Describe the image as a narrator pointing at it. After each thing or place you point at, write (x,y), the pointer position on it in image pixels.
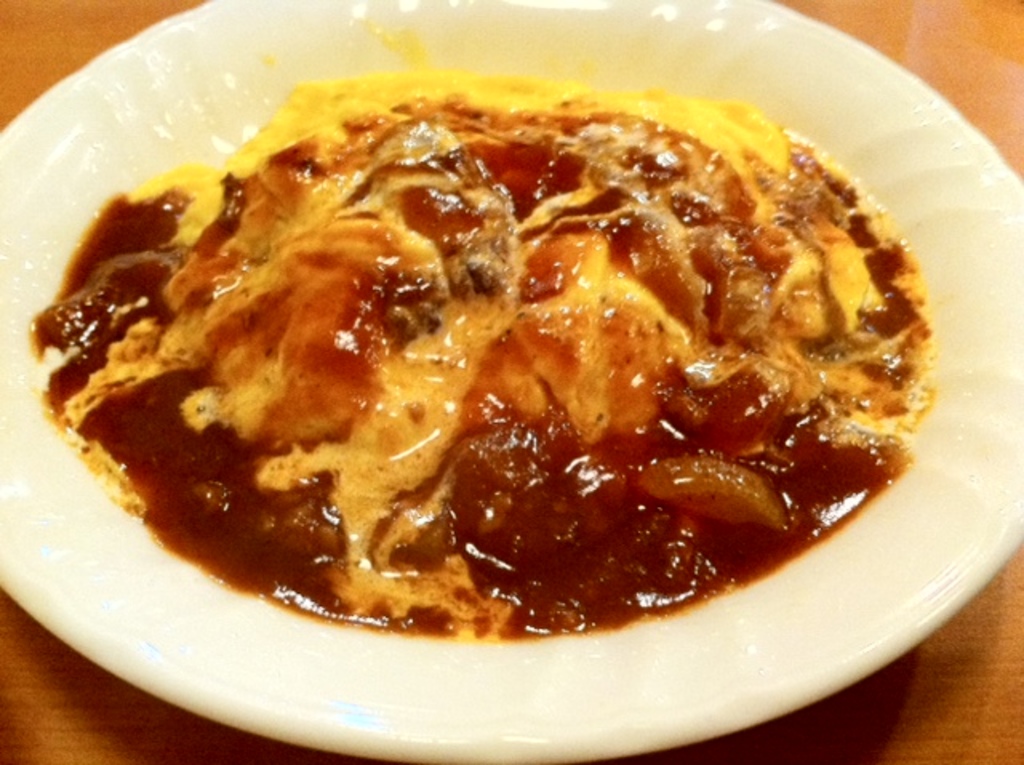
In this, we can see some food item (418,291) on a plate (995,360) is placed on the surface (937,747).
